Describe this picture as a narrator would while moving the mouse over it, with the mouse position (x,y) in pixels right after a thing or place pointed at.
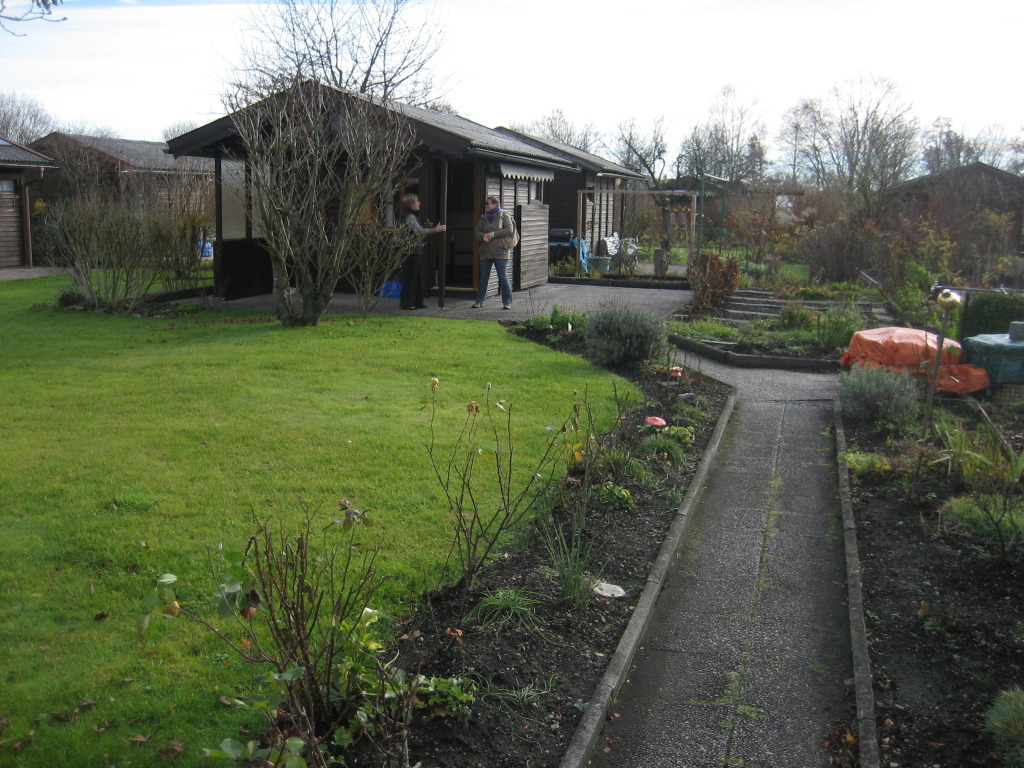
In this image there is green grass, huts (8,214) and trees (91,292) in the left corner (40,246). There are small plants (993,299), trees (890,168) and huts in the right corner (1010,709). There is a floor (628,681) at the bottom (603,763). There are small plants (760,260), huts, people (418,292) in the foreground (955,491). There are trees (814,103) in the background (738,155). And there is a sky (924,128) at the top (924,128).
